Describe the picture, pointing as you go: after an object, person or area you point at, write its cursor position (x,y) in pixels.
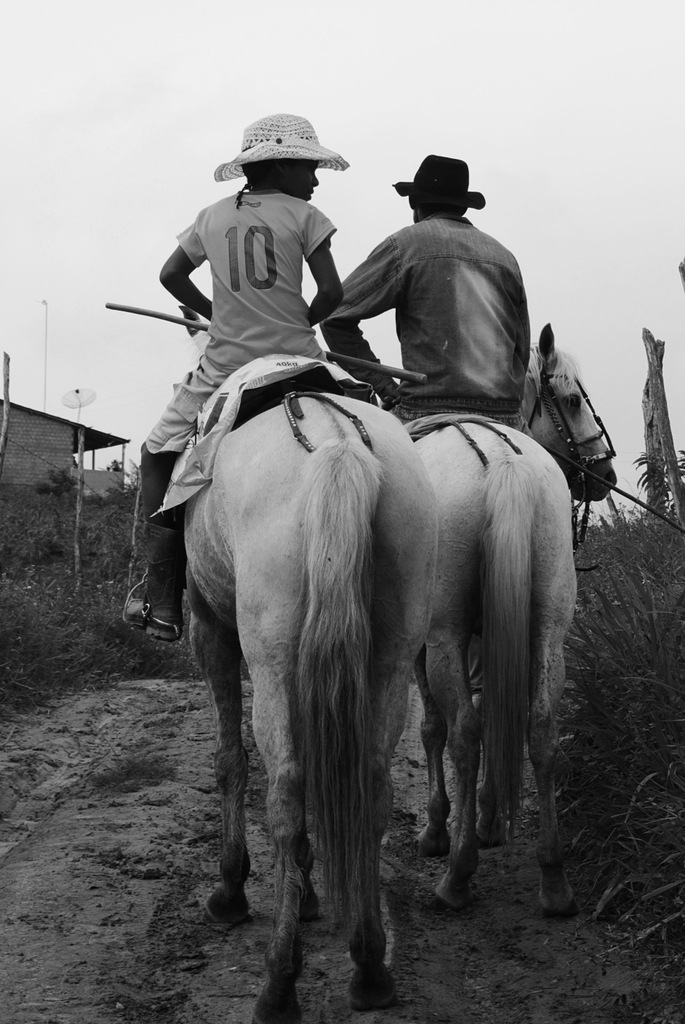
This looks like a black and white picture. There are two horses (410,555) and two persons (479,368) riding on the horse (431,683). These are the small plants (576,666). At the background (97,486) I can see a small house (90,479).
